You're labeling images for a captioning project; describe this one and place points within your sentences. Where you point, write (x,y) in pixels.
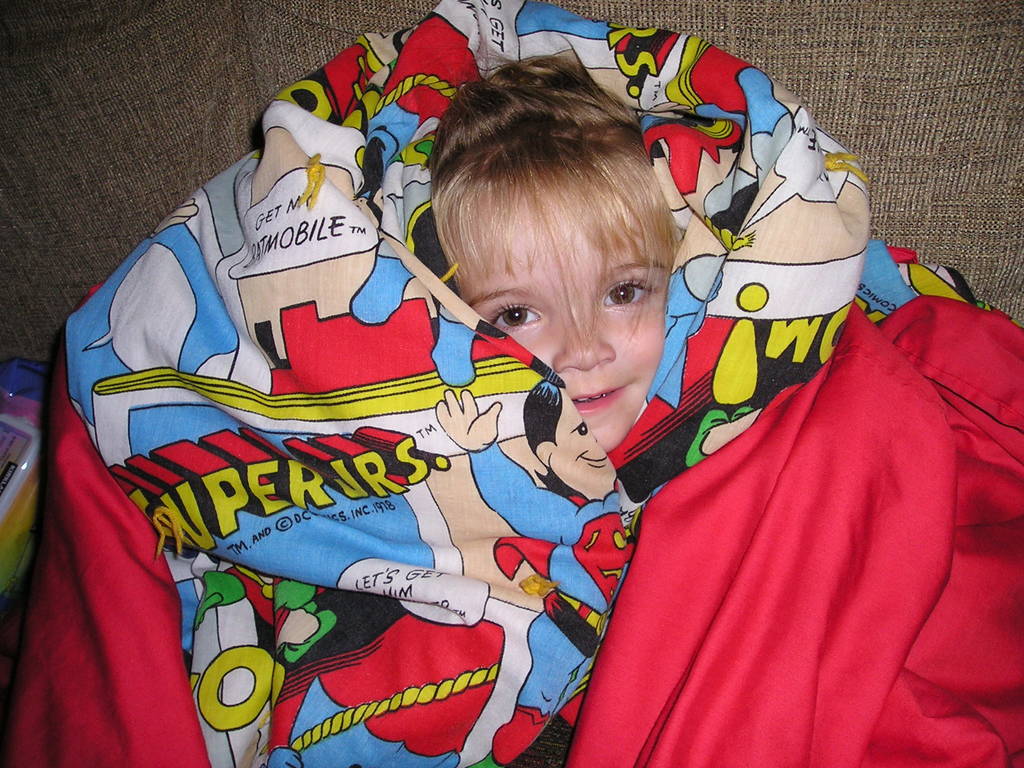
In the image we can see there is a girl (591,388) and she wrapped cartoon blanket (514,450) around her.
